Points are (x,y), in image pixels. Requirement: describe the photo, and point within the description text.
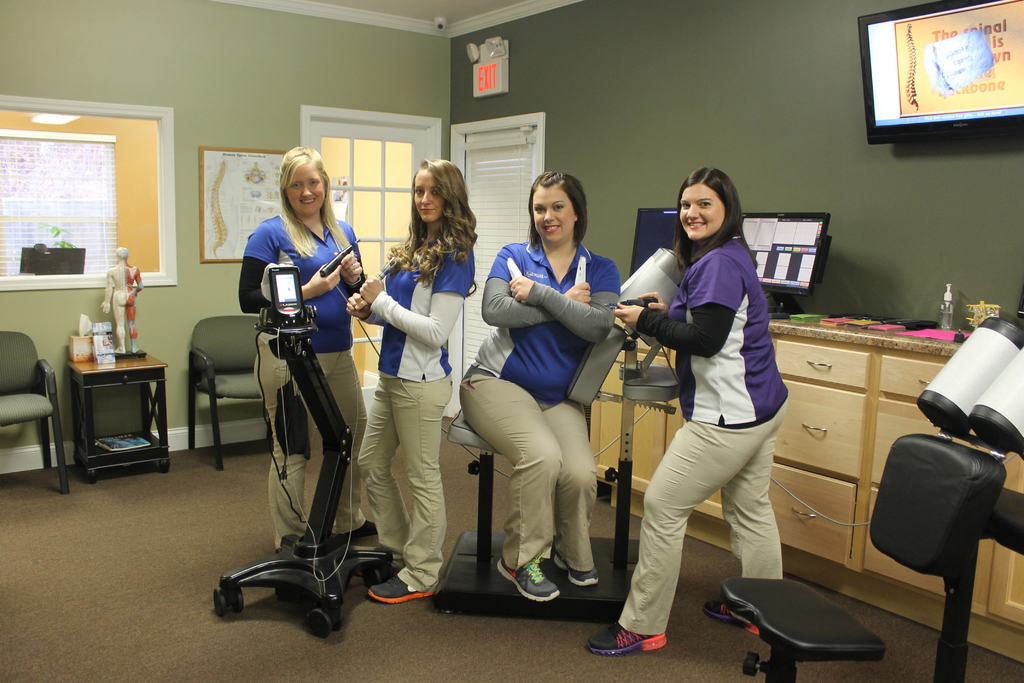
This is the picture in a row where we have four ladies (655,575) wearing blue and purple shirts (515,360) and cream color pants (560,500) and in the room (456,458) we have some chairs (215,367) and a stool (129,362) on which there are some things (119,350) and a window (162,160), a exit board (501,39) and a system (800,267) on the desk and some things (944,294) on the desk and a screen (924,95) to the right wall (844,87).
